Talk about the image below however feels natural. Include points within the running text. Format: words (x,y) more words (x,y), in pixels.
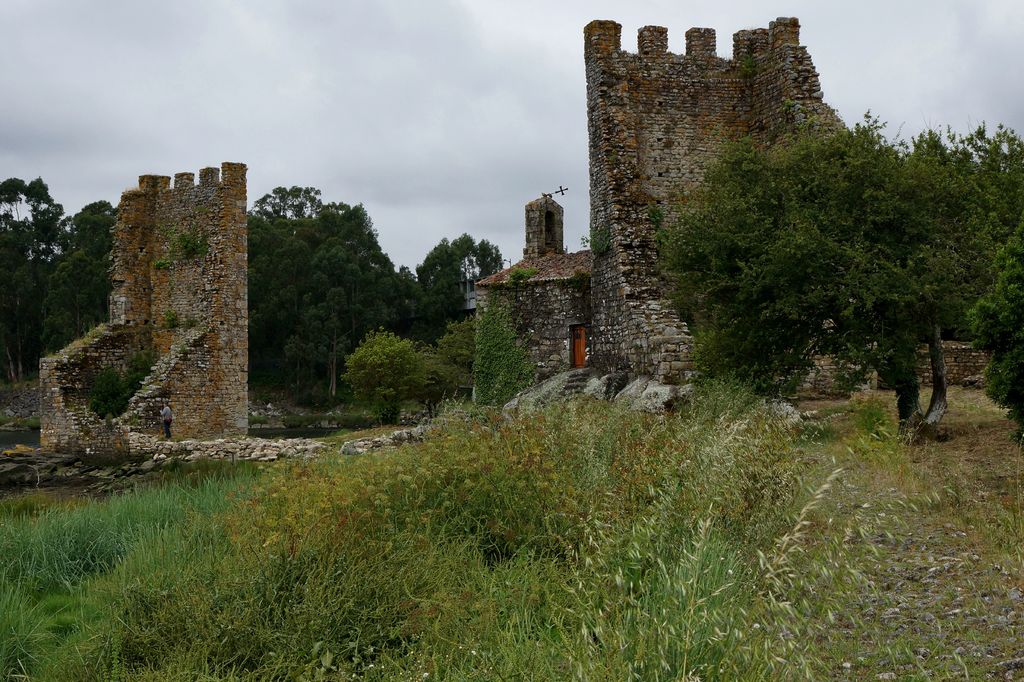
There is a collapsed fort (204,246) and there is a lot of trees (379,276) and grass (545,441) around the fort (651,268) and there is a person (169,427) standing in the left side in front of the fort wall (173,407).
